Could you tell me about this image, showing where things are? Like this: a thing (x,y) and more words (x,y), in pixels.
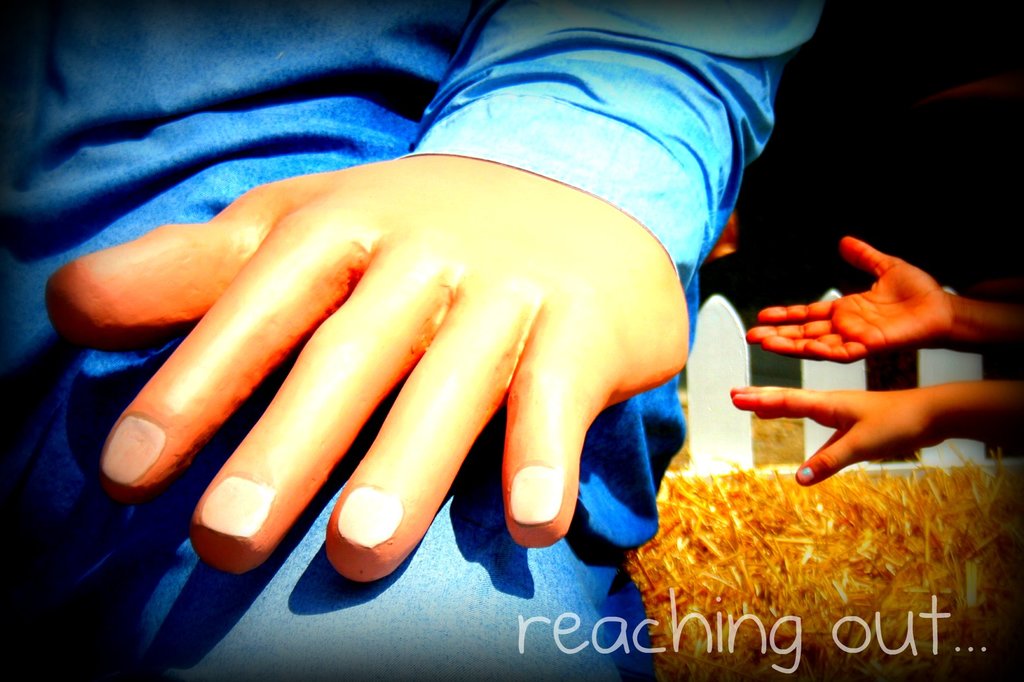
In this picture there is a edited image of man hand (362,466). Behind we can see two small hand (1018,328) with the dry straw (761,533) and white fencing (879,468). On the bottom of the photo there is a quote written as "Reaching out".
